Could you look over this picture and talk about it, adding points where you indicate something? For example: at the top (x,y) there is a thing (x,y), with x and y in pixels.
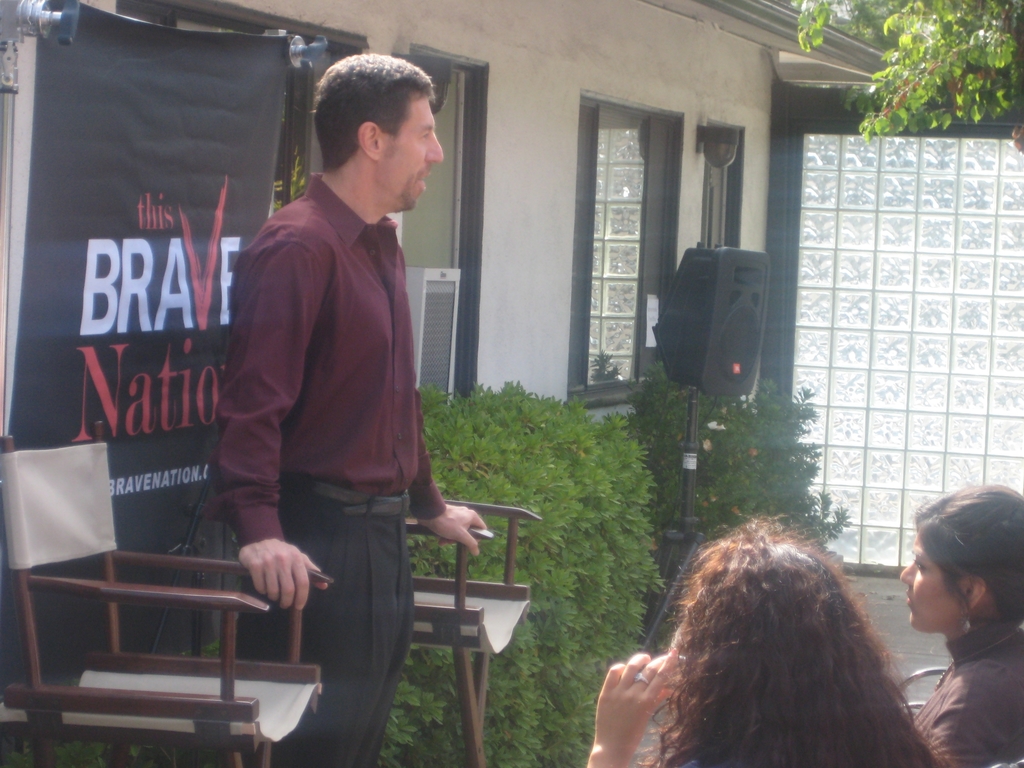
In this image I can see two women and a man (293,271). I can also see few chairs (494,585), plants (535,499), a speaker (729,315) and a tree (963,88). In the background (643,189) I can see a house (604,112).
